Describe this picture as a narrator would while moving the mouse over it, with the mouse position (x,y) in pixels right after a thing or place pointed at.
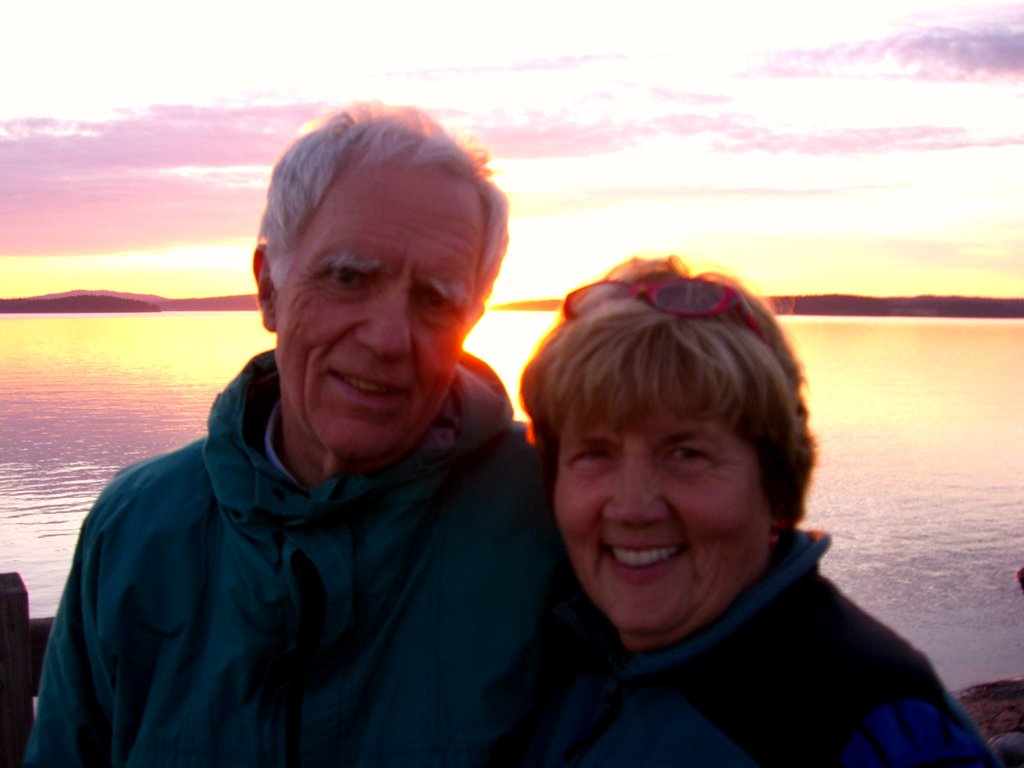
In this picture we can see a man (272,592) and woman (590,635) wearing jackets (328,666), standing together and hugging, posing for a photograph and in the background of the picture (71,500) there is water (881,515), there are some mountains (556,307) and top of the picture (221,216) there is cloudy sky (751,28).
